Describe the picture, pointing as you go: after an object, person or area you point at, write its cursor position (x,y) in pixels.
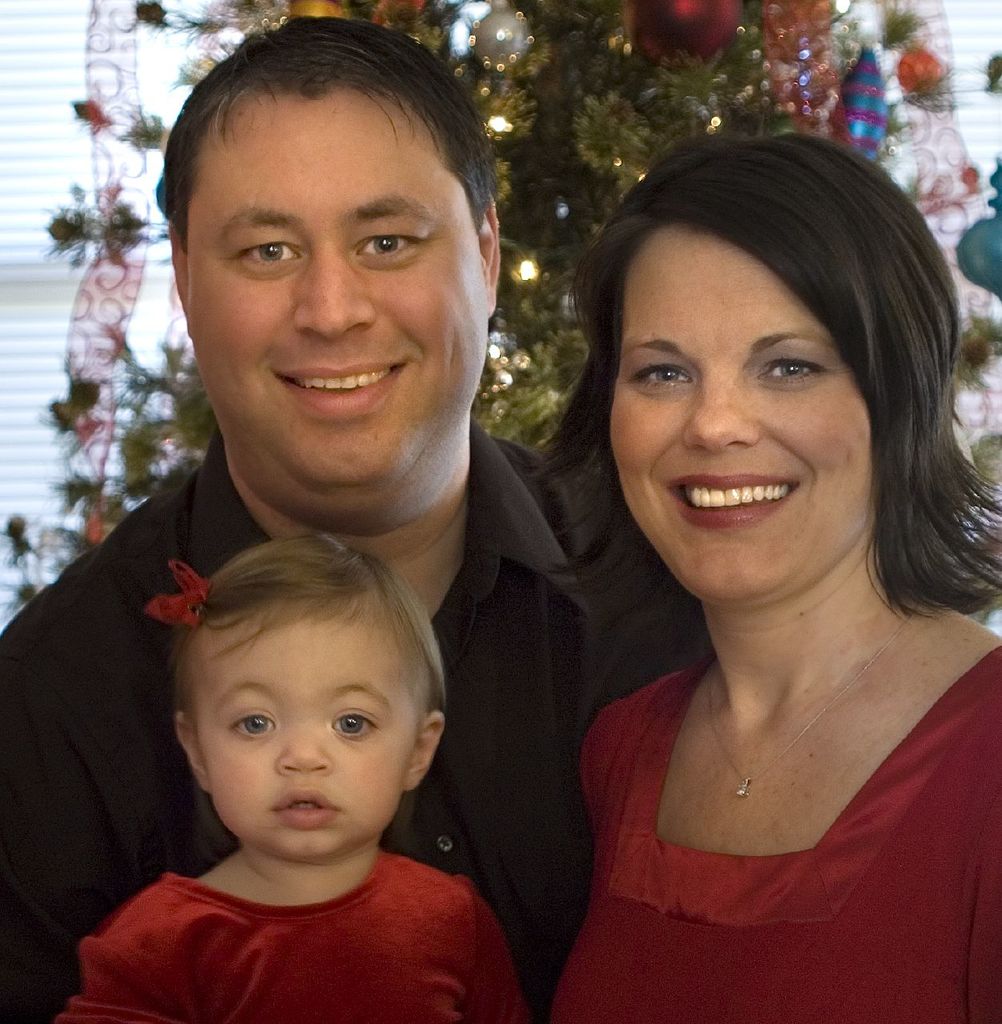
This is a zoomed in picture. In the foreground (693,808) we can see a kid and two persons (465,492) smiling and seems to be standing on the ground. In the background (710,45) there is a Christmas tree (670,56) and a white color object (29,236).
